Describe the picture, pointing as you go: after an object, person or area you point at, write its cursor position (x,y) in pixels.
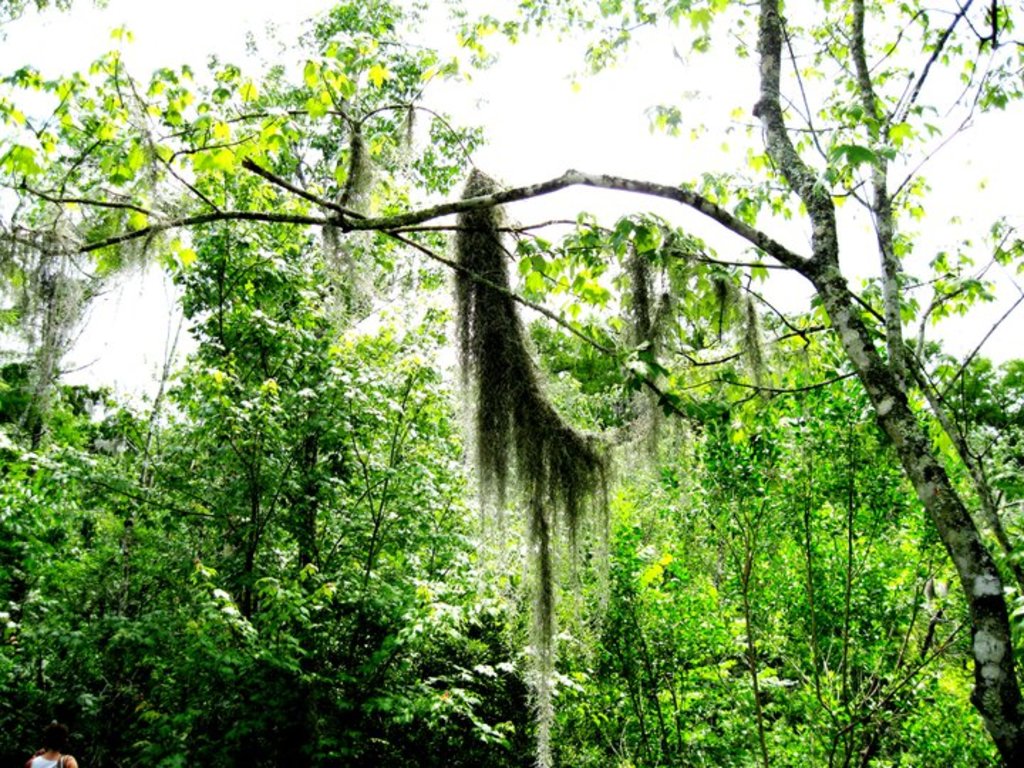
This picture shows few trees (980,567) and we see a woman (64,747).
